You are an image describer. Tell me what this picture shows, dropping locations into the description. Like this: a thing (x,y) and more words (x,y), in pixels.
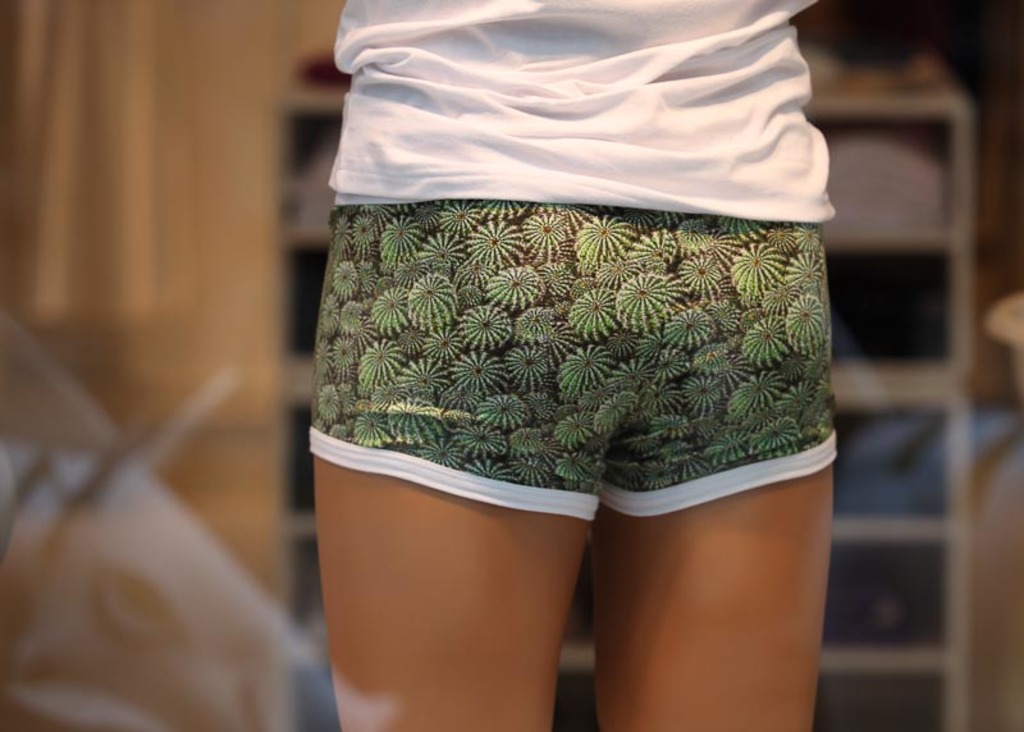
There are legs (685,526) of a person (688,510). The person (671,422) is wearing shorts (552,324) and a white t shirt (546,119). The background (44,258) is blurred.
